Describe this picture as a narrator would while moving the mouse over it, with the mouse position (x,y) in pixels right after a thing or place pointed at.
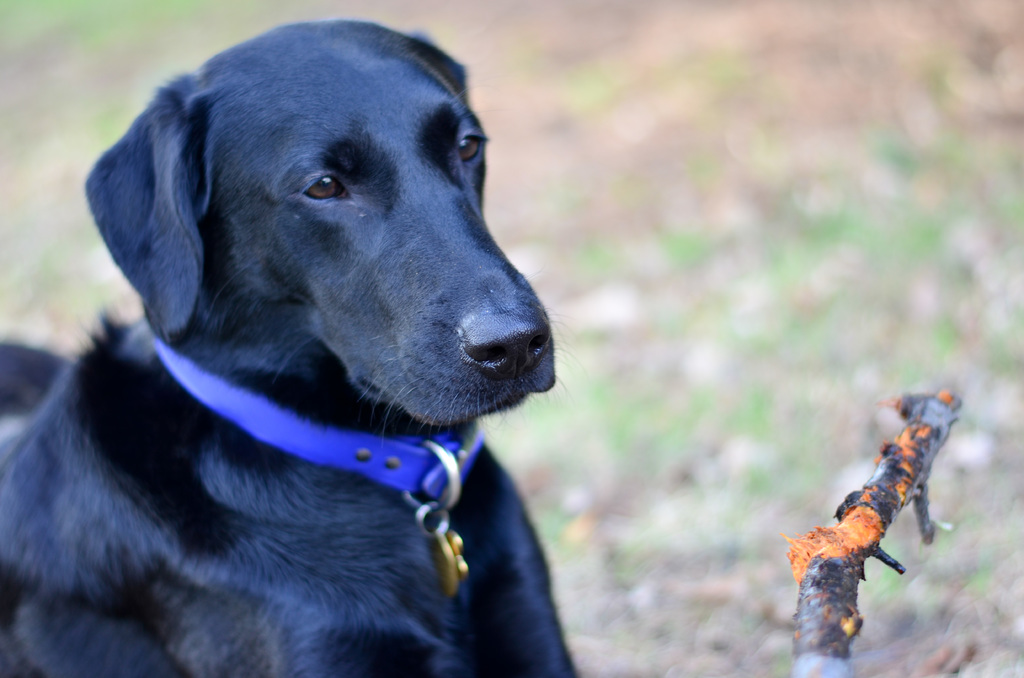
This image is taken outdoors. In the background (670,395) there is a ground (700,445) with grass (779,385) on it. On the left side of the image (289,564) there is a dog (333,254). The dog (323,306) is black in color. On the right side of the image (851,503) there is a stem (841,559) on the ground (861,639).
